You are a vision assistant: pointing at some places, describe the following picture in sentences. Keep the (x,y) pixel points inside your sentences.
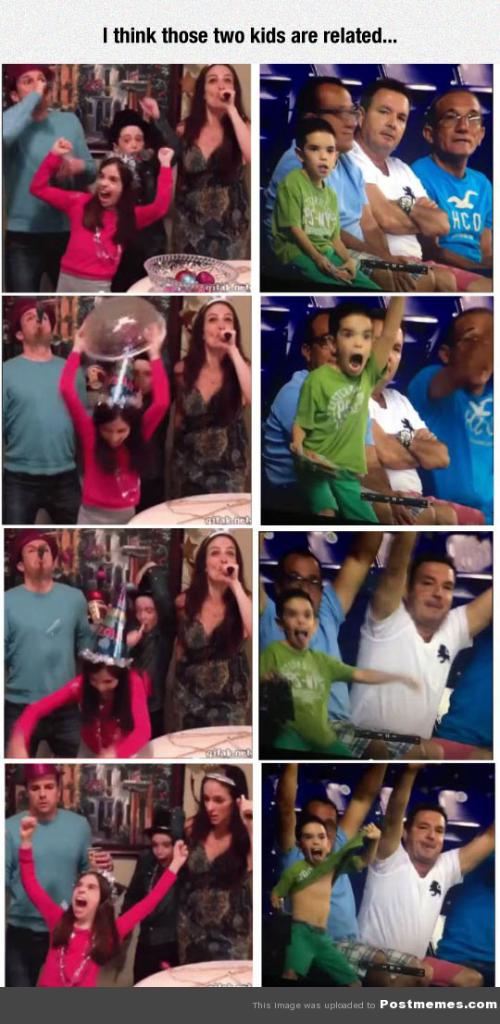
At the left corner of the image (157,447) there are few images (207,688) where there are four people (149,422). A man (41,137) with green t-shirt (68,129), lady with black dress (191,206) and girl (124,213) with pink dress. At the right corner of the image (385,175) there are few images (400,244) where there are four people (315,195), with blue, white and green dresses (347,228).
